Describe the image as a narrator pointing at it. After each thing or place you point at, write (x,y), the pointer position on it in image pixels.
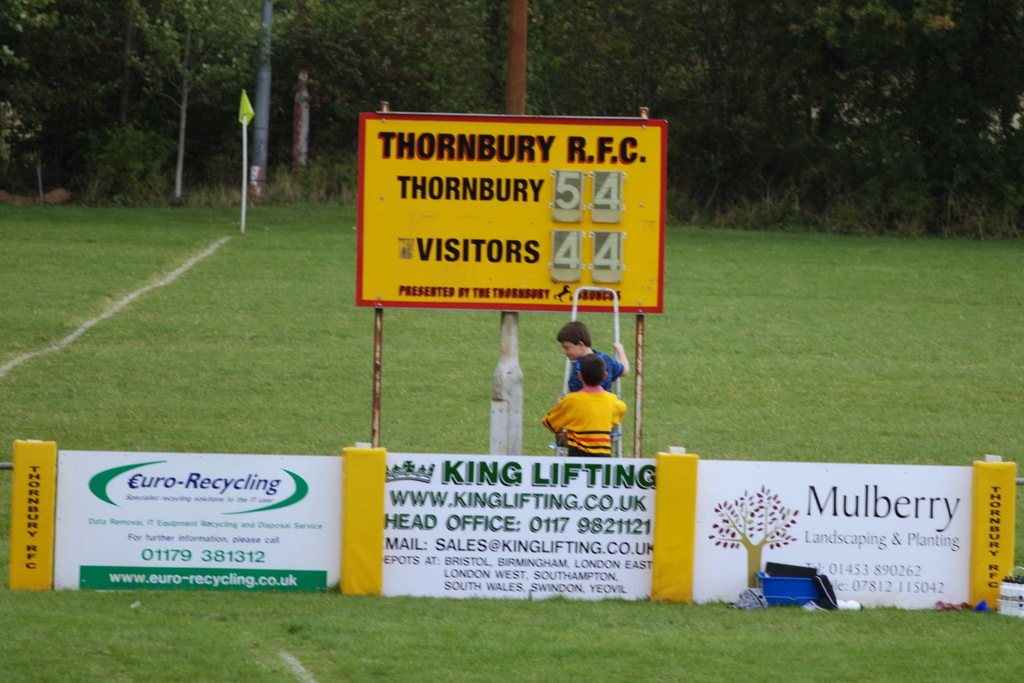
In this picture we can see there are two people (594,392) and a person (593,368) is holding a ladder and behind the people (611,391) there are boards (591,533) and in front of the people (595,385) there are poles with a scoreboard (459,208) and a flag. Behind the board (440,223) there are trees (52,79).
